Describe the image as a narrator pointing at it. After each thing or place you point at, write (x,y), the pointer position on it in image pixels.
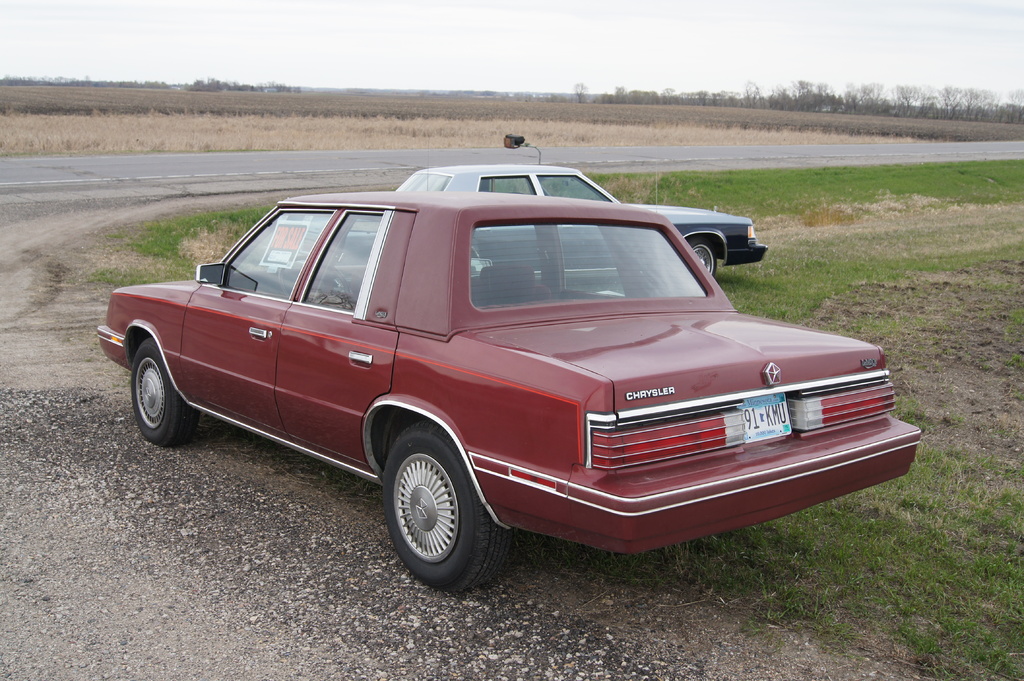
In this image, we can see a car (581,444) is parked on the path (612,640). Background (744,230) we can see vehicle (730,229), road (110,202), trees (764,108), plants (396,125) and sky (620,61).
